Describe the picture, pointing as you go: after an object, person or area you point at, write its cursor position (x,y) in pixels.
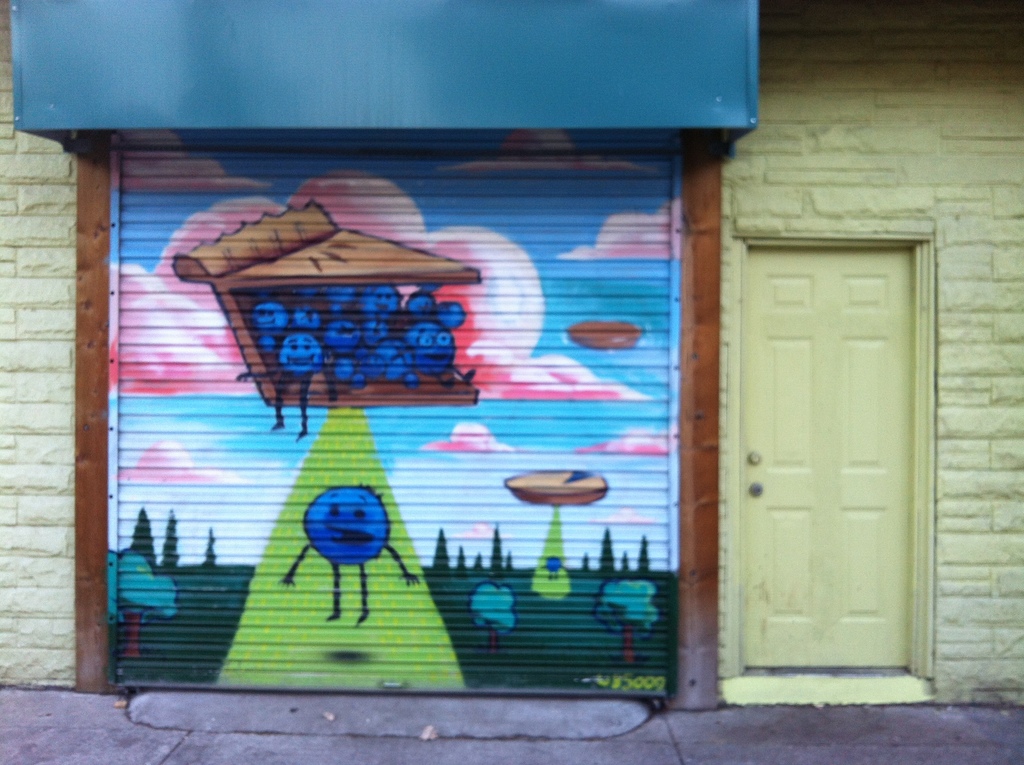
At the bottom of the picture (550,719), we see the pavement (449,724). In the middle (367,318), we see a wall (353,279) with the paintings (346,407). It is in blue, pink, brown and green color. Behind that, we see a wall (46,366) which is made up of cobblestones (72,520). On the right side (797,318), we see a yellow color door (802,472). At the top (253,109), we see the iron sheets (470,122) or a box (412,77) in blue color.
